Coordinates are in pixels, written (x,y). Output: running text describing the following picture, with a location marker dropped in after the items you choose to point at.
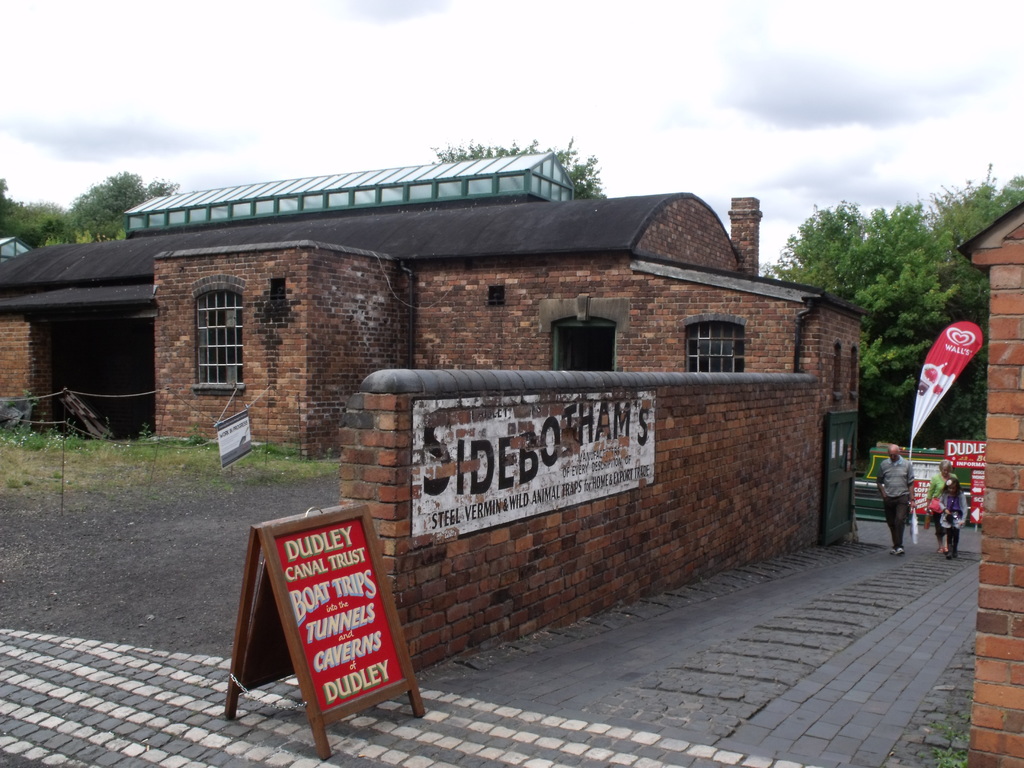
In this image, we can see a few houses (1022,566). We can see the ground (797,676). We can see the poles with the fence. We can see a board (352,585) with some text (234,431). We can also see some posters (247,438). We can see three people (896,463). We can see a green colored object (931,460). There are a few trees (894,271). We can see the sky (810,24) with clouds (825,135).
